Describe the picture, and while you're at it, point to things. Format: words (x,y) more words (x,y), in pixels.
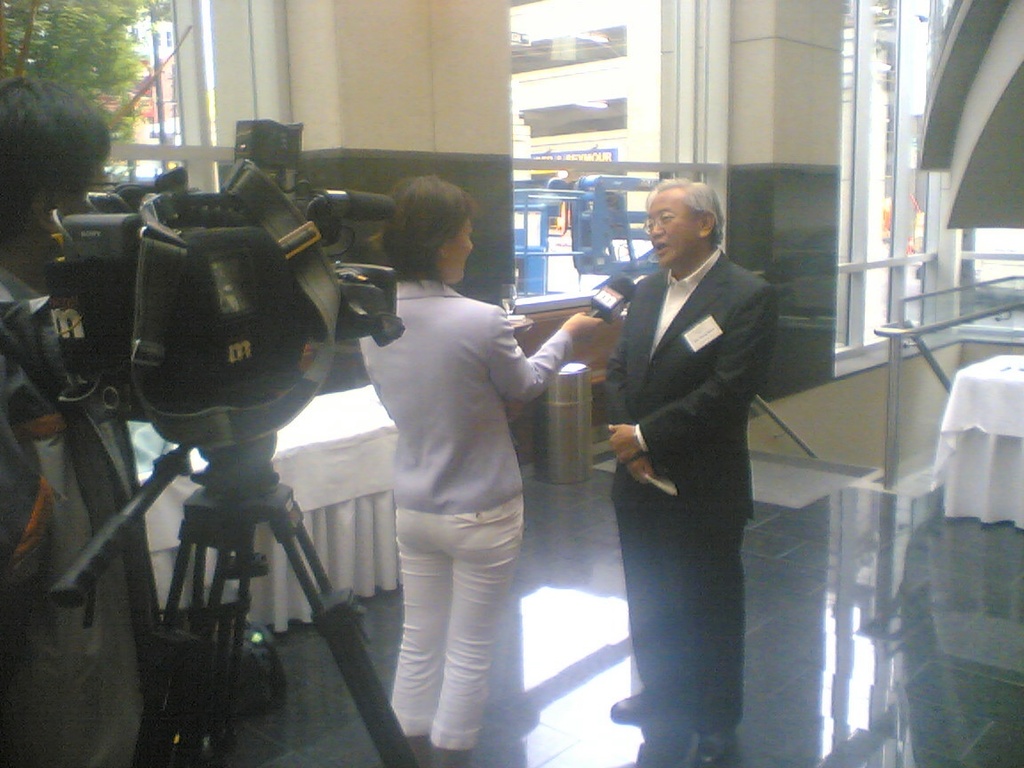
In this image there is a camera (188,273) on the tripod stand (219,483), there are three persons (460,303) standing, a person (595,318) holding a mike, and at the background (635,265) there are iron rods (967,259), tables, dustbin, window (989,271), buildings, tree (127,8).
